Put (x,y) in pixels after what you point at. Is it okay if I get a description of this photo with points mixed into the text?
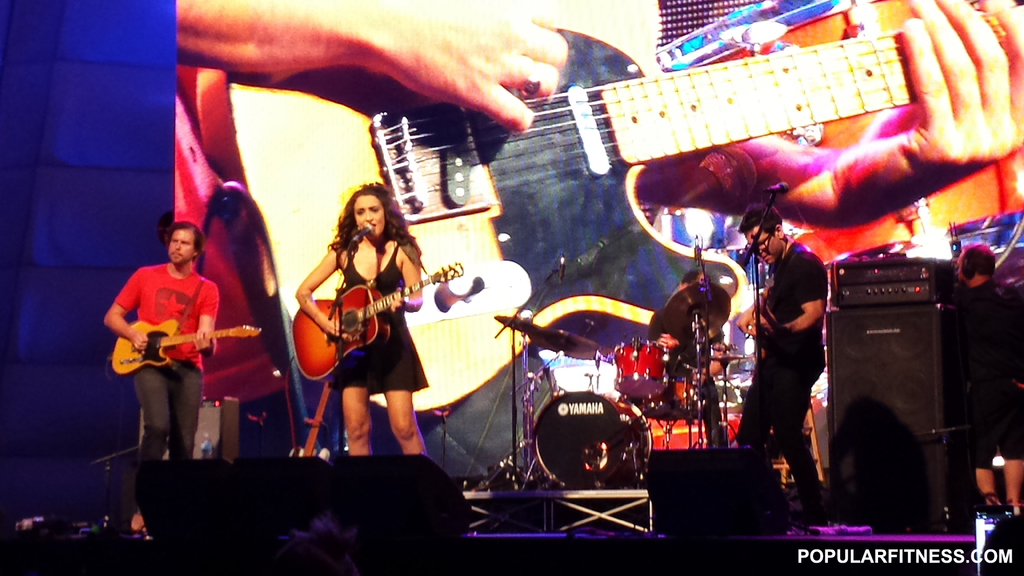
In this picture there is a music band (416,378) on the stage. Most of them are having a musical instrument (772,323) in their hands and playing. In the background (888,403) it is a speaker (882,323) and projector display screen (569,99) here. Some of them are having microphones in front of them.
